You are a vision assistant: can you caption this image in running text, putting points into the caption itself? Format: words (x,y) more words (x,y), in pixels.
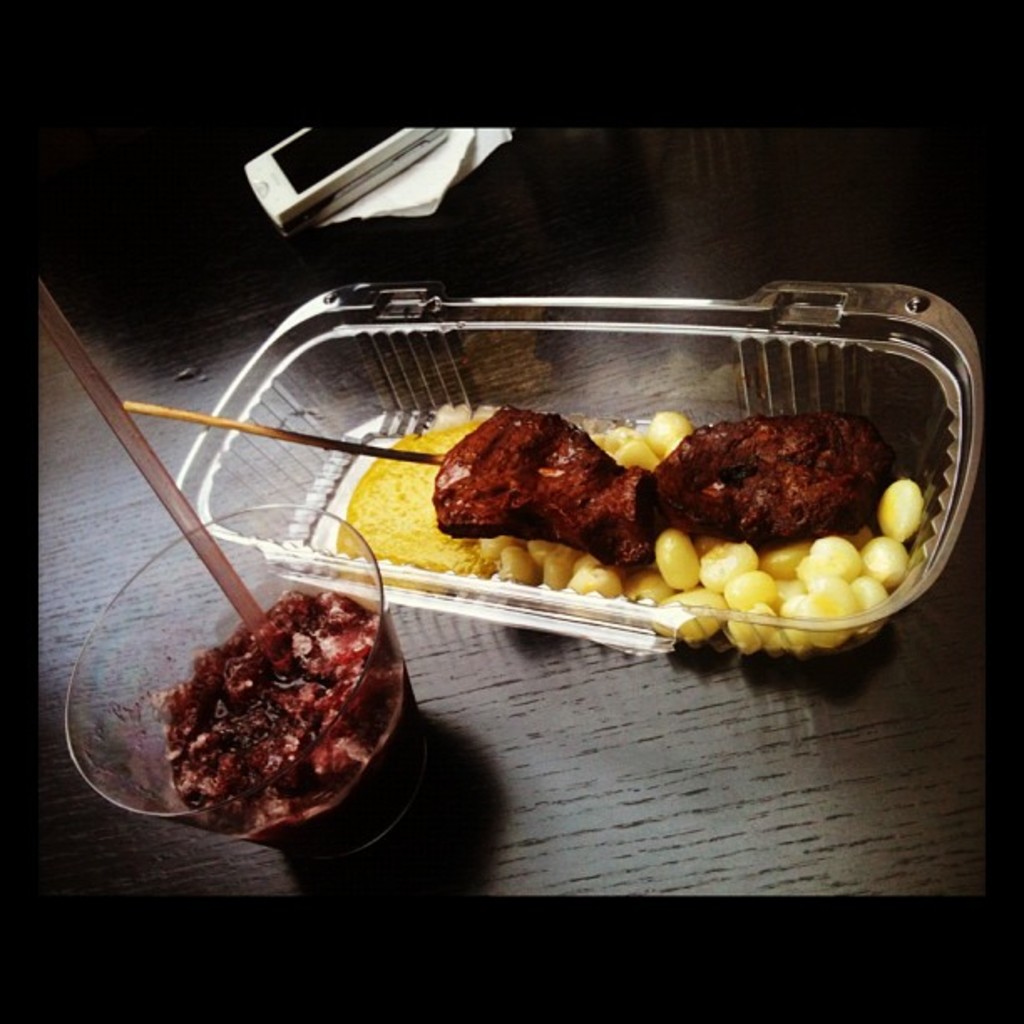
In the image on the table (83,403) there is a plastic box (591,388) with food items (621,507) and a stick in it. Beside that there is a glass (273,821) with straw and drink (312,780) with ice (305,717). At the top of the image (259,166) there is a tissue (367,193) with mobile (315,213).
